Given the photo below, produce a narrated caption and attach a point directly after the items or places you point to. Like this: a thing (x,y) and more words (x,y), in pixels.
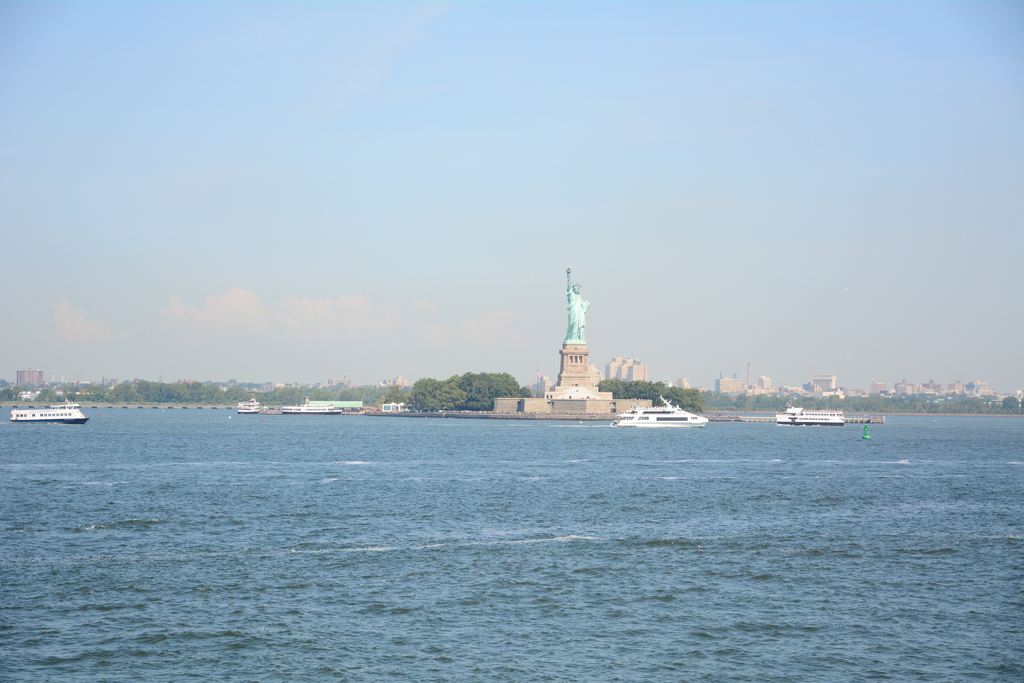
In this image I can see fleets of boats (297,410) in the water (776,480), statue (564,365), trees (400,391), fence (230,403), houses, buildings (633,377) and towers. At the top (505,125) I can see the sky (647,196). This image is taken may be near the ocean (593,485) during a day.
